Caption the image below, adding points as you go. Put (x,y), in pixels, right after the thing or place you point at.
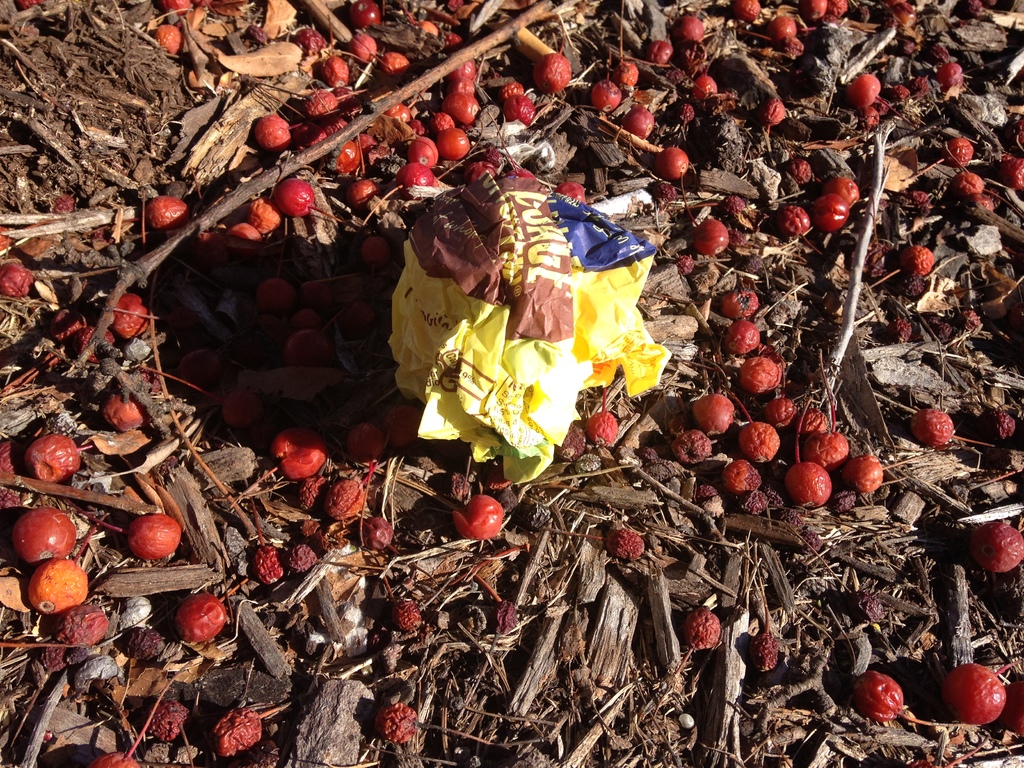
This image consists of berries (479,527) on the ground (948,582). In the middle (543,343), we can see a paper (586,379) along with stems (493,592) and dried leaves (234,169) on the ground (350,397).
